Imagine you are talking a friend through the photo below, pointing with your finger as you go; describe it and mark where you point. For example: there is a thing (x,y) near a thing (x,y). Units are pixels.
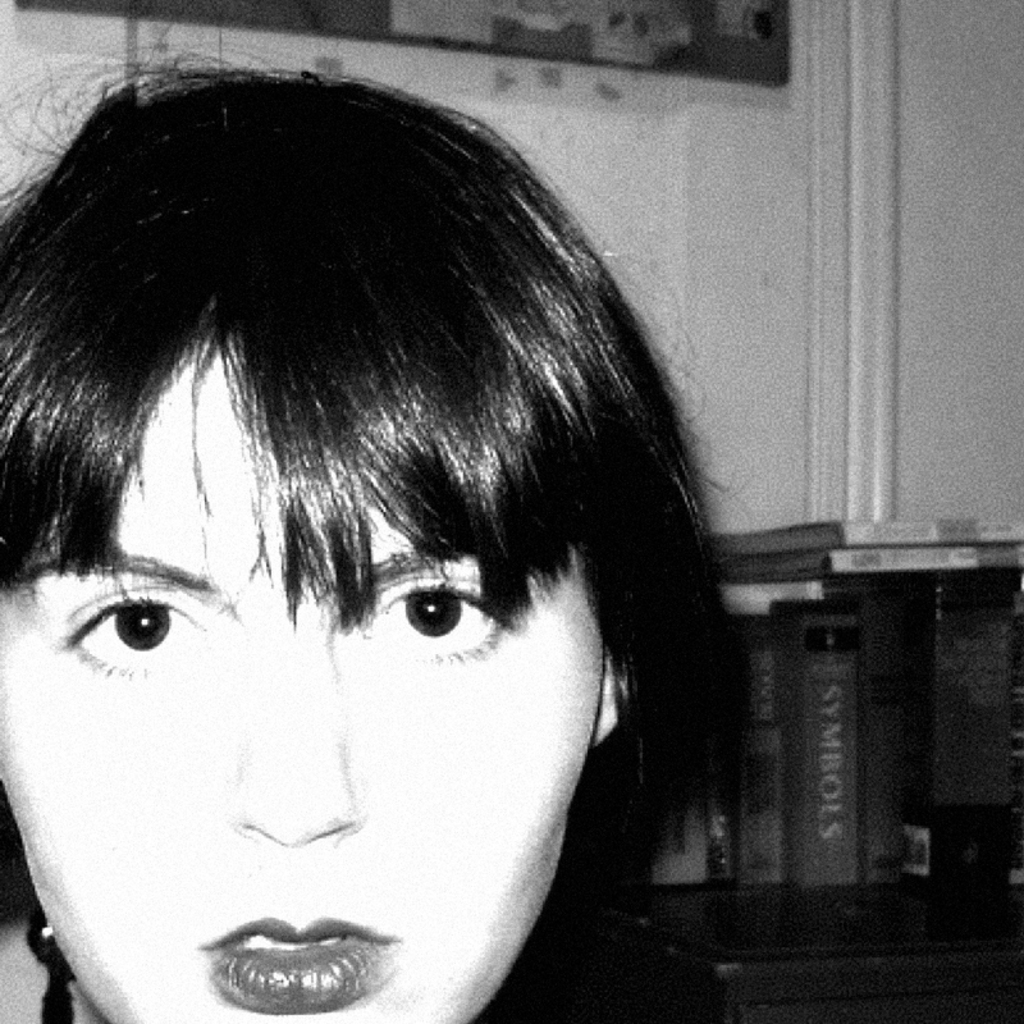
In the image we can see a face (140,1009). Behind the face (340,494) there are some books (813,555) on the table (1011,937). At the top of the image (973,110) there is wall (77,57).
